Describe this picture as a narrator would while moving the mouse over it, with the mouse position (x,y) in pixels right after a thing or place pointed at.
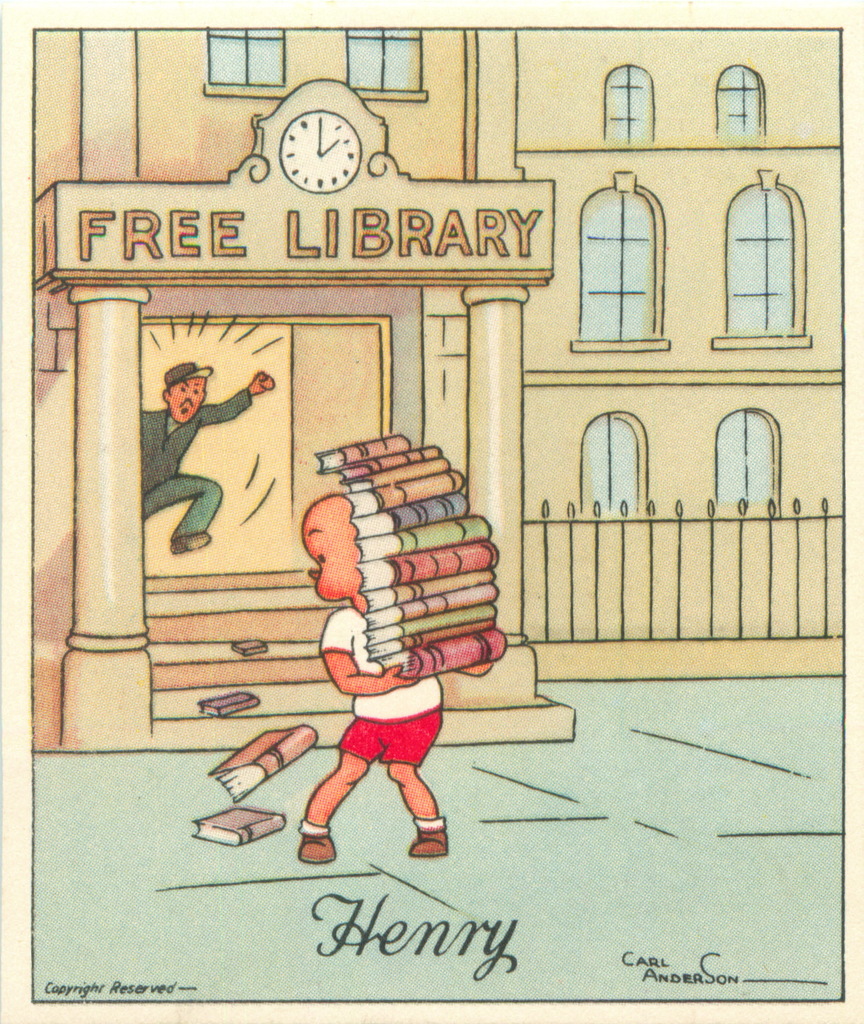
In this image we can see a poster (241,574) with a building (228,426), on the building (203,227) we can see some text (187,227) and a clock (326,148), there are two persons (333,620), among them one person (409,789) is holding the books (452,527) and also we can see some books (251,761) on the ground (234,898), there are some windows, fence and pillars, at the bottom of the image (512,929) we can see the text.
